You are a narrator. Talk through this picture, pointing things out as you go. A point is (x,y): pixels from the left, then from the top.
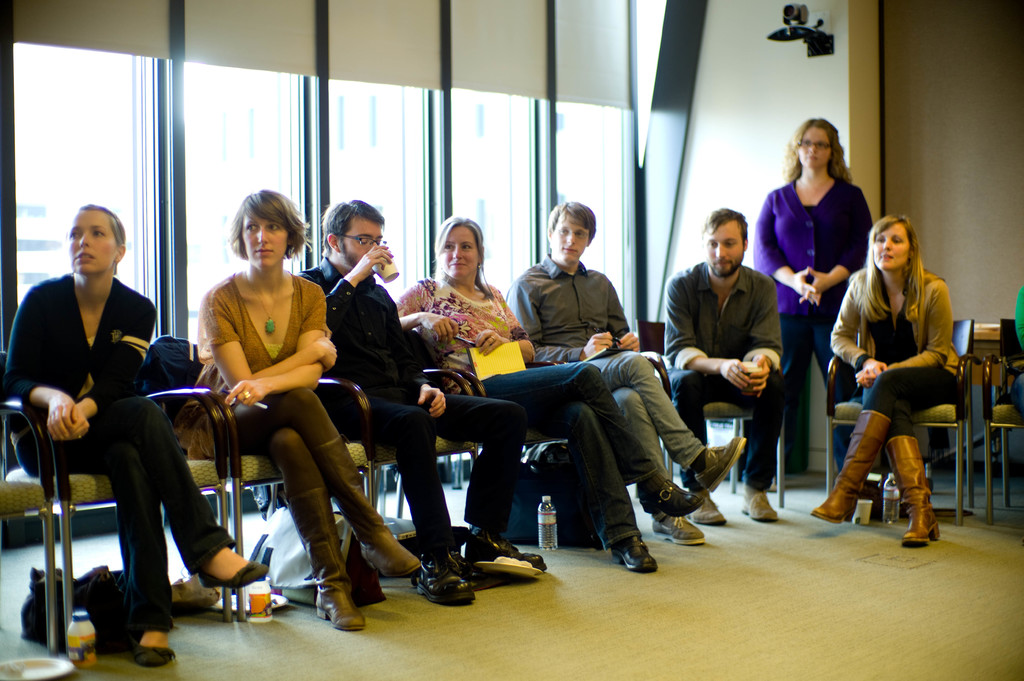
In this image I can see few people (553,395) are sitting on the chairs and holding the cup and something. Back one person (831,132) is standing. I can see the wall (1008,120) and glass windows (425,171).
